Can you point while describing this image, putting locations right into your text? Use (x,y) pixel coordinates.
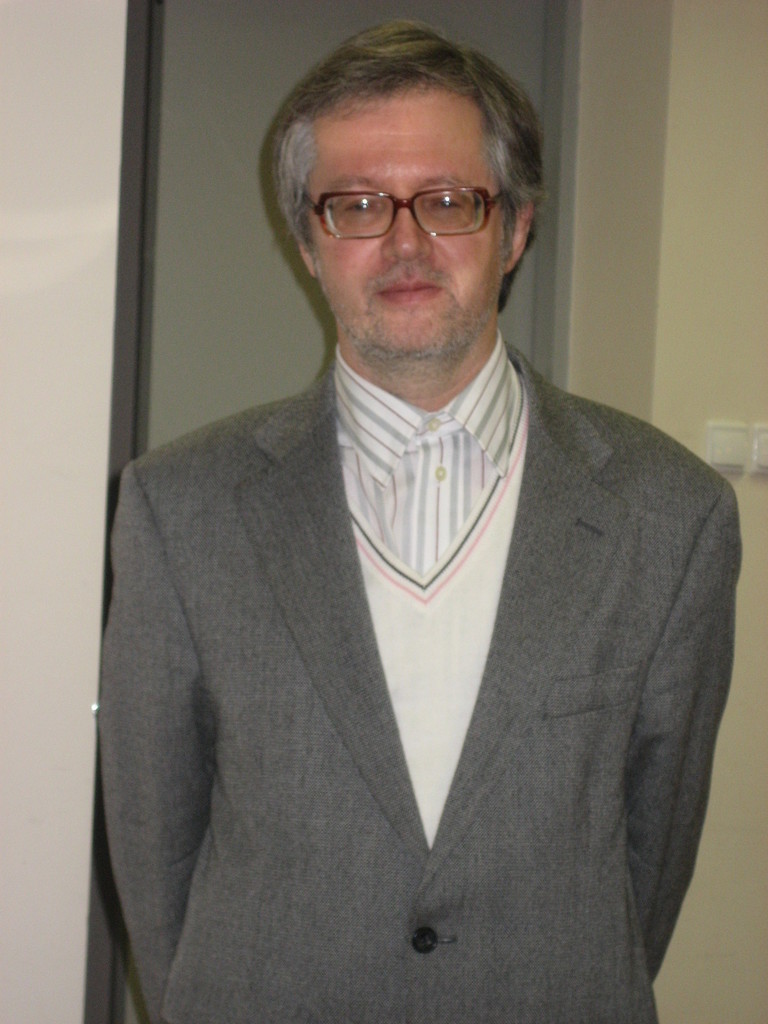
In this image I can see the person (310,820) standing and wearing the dress (425,695) which is in ash, white and pink color. In the background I can see the switches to the wall (734,479).
